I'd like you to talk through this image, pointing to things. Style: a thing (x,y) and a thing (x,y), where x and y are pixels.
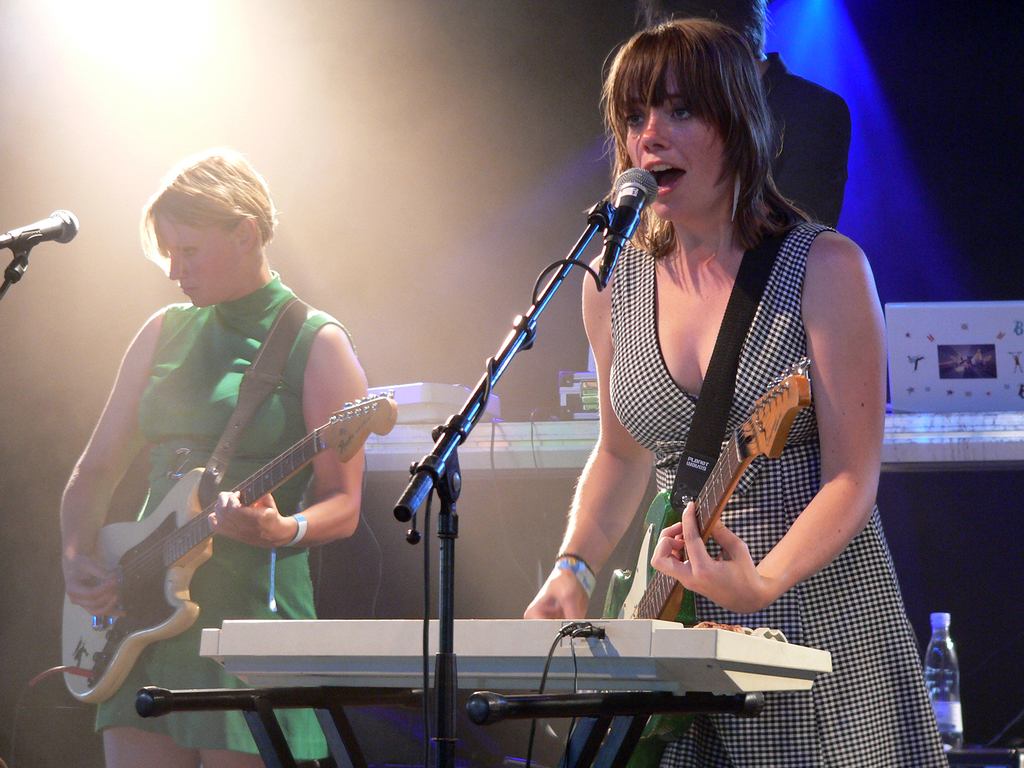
In the image we can see there are people (307,345) standing and they are holding guitar (180,506) in their hand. There are mics (630,169) with a stand (428,469) and there are pianos (679,674).
